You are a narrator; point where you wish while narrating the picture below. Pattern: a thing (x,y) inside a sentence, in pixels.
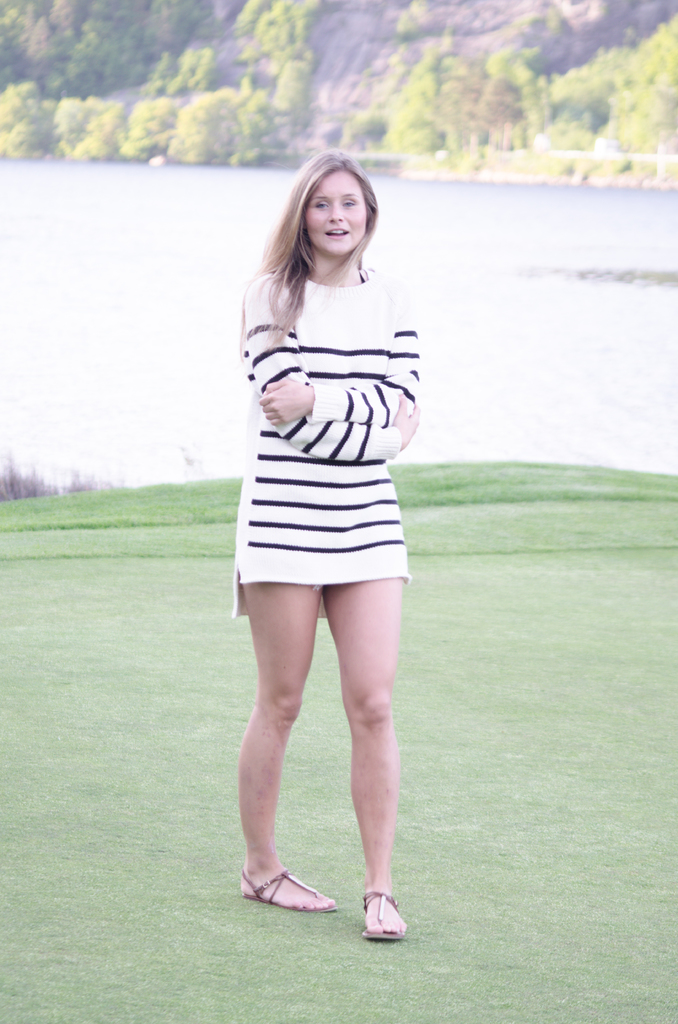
As we can see in the image there is a woman (321,491), grass (543,590), water (526,443) and in the background (286,95) there are trees (218,120).
